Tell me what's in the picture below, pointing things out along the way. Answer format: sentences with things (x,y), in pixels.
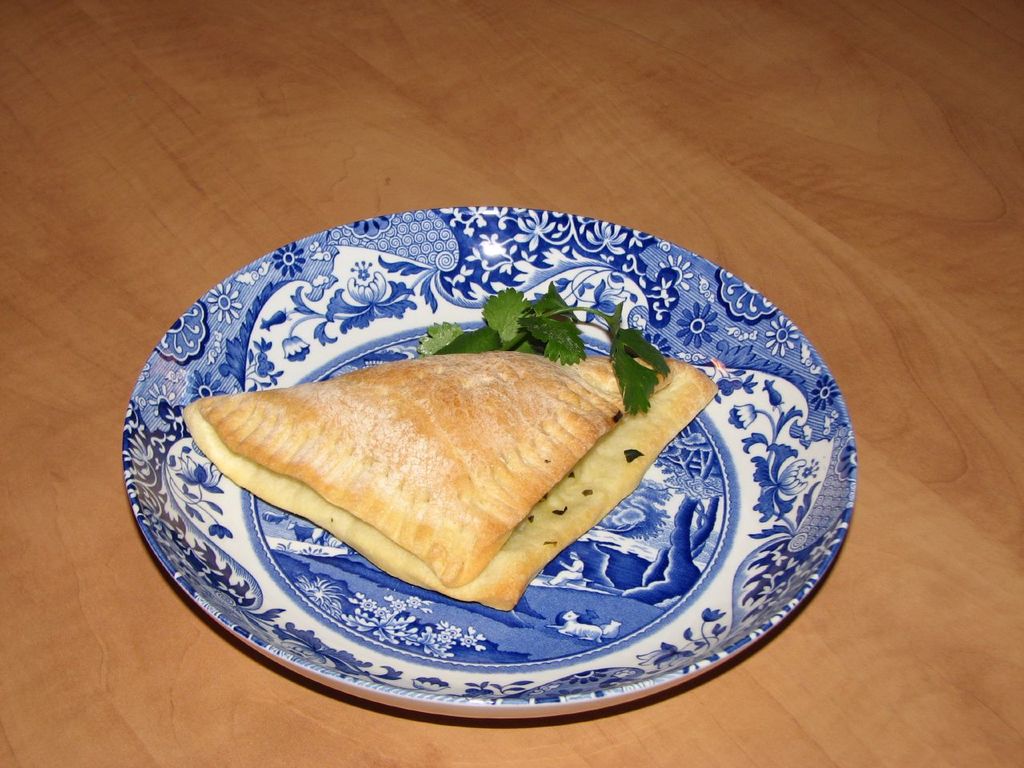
In this image there is a plate (674,319) on the wooden material (966,579). On plate (591,565) there is some bread (502,382) and a leafy vegetable (510,349) are on it
